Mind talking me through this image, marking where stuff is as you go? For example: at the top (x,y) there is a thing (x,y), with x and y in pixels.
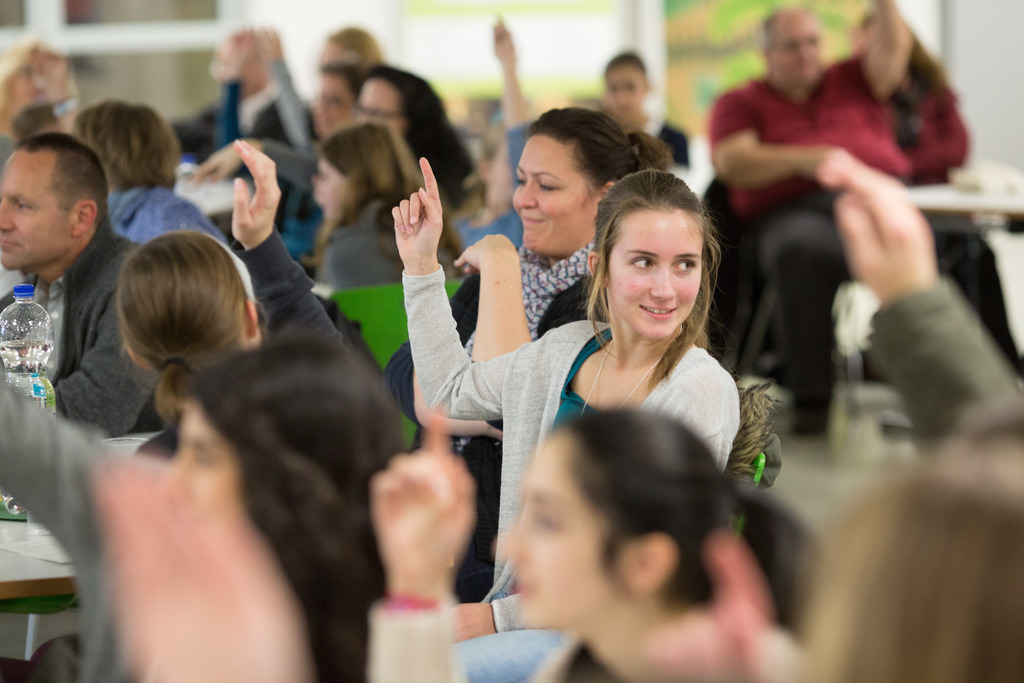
In this image, we can see a group of people (666,219) wearing clothes (466,392). There is a bottle (26,341) on the table (20,526) which is in the bottom left of the image (50,586). In the background (175,119), image is blurred.
